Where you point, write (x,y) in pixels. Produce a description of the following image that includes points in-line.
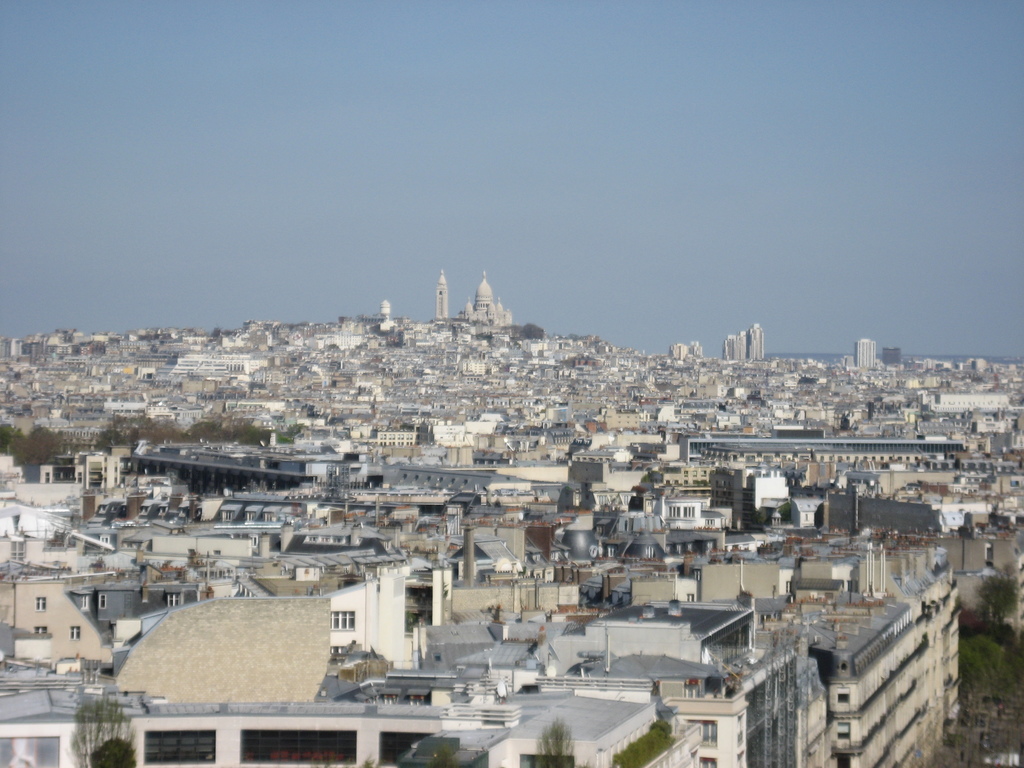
In this picture we can see buildings (318,677), trees (982,655), some objects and in the background (567,138) we can see the sky (557,248).
